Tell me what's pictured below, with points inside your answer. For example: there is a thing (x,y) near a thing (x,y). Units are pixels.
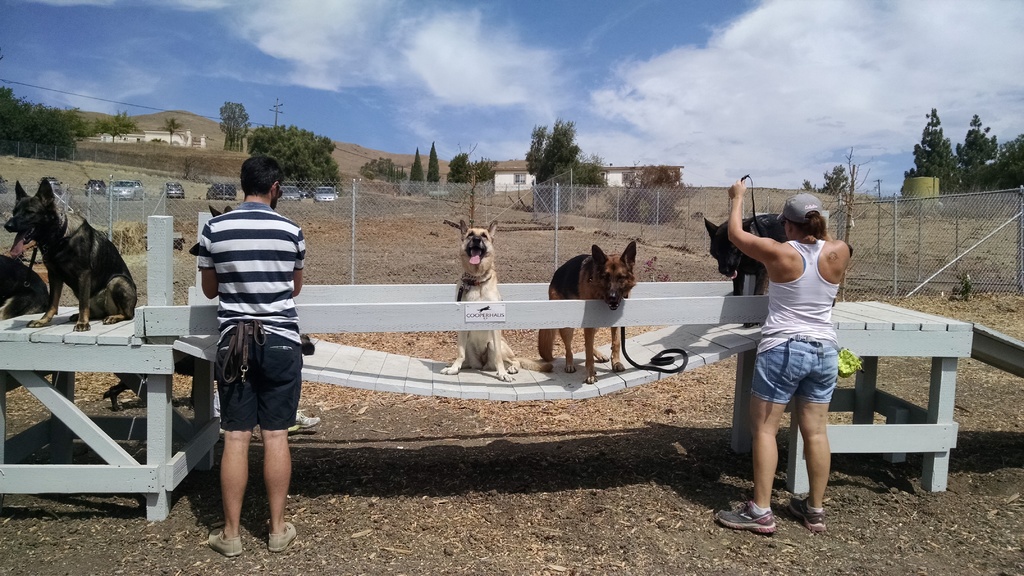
In the image two people (250,315) are standing wearing the shoes (790,502) in front of the people (772,308) there is a wooden table (703,303), there are five dogs (727,275) on the table (153,270) three are sitting and two are standing. At the background (549,275) there is railing (335,185), car (335,199), tree (310,154), current pole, sky (339,66).
